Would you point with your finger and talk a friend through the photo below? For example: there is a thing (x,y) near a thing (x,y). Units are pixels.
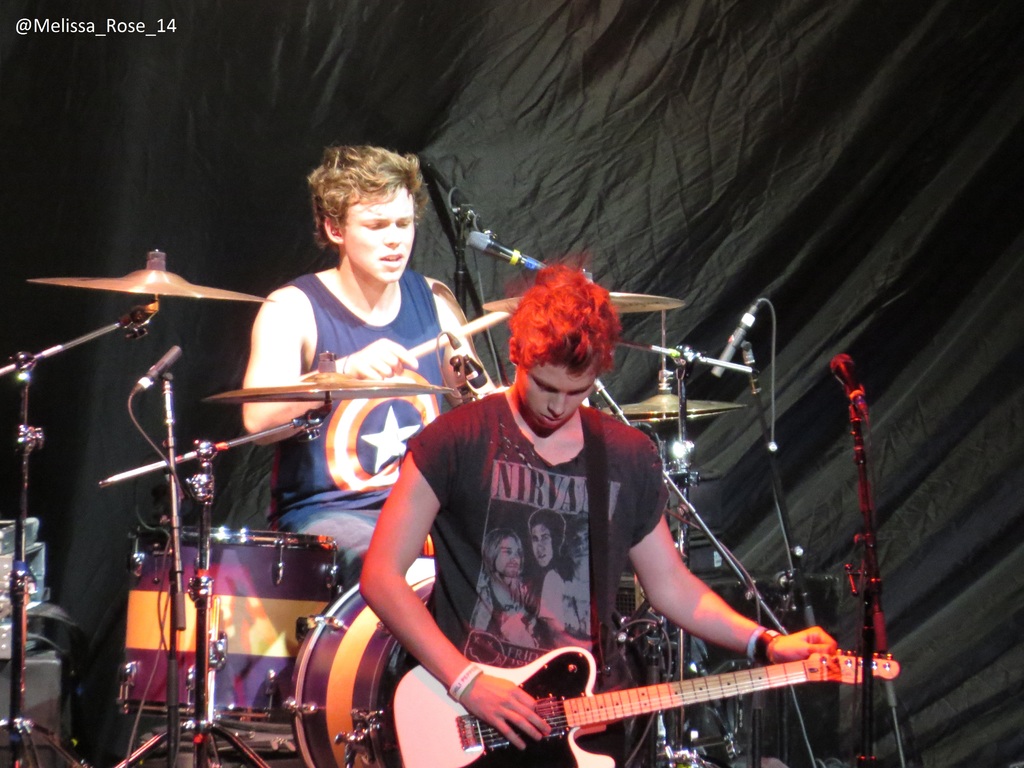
In this image there are two persons (441,409) one person (449,491) is holding a guitar (632,699), and one person (315,458) is playing drums (162,562). And also there are drums (660,422), mics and some music systems (40,555). In the background (726,296) there is a curtain (640,146).
